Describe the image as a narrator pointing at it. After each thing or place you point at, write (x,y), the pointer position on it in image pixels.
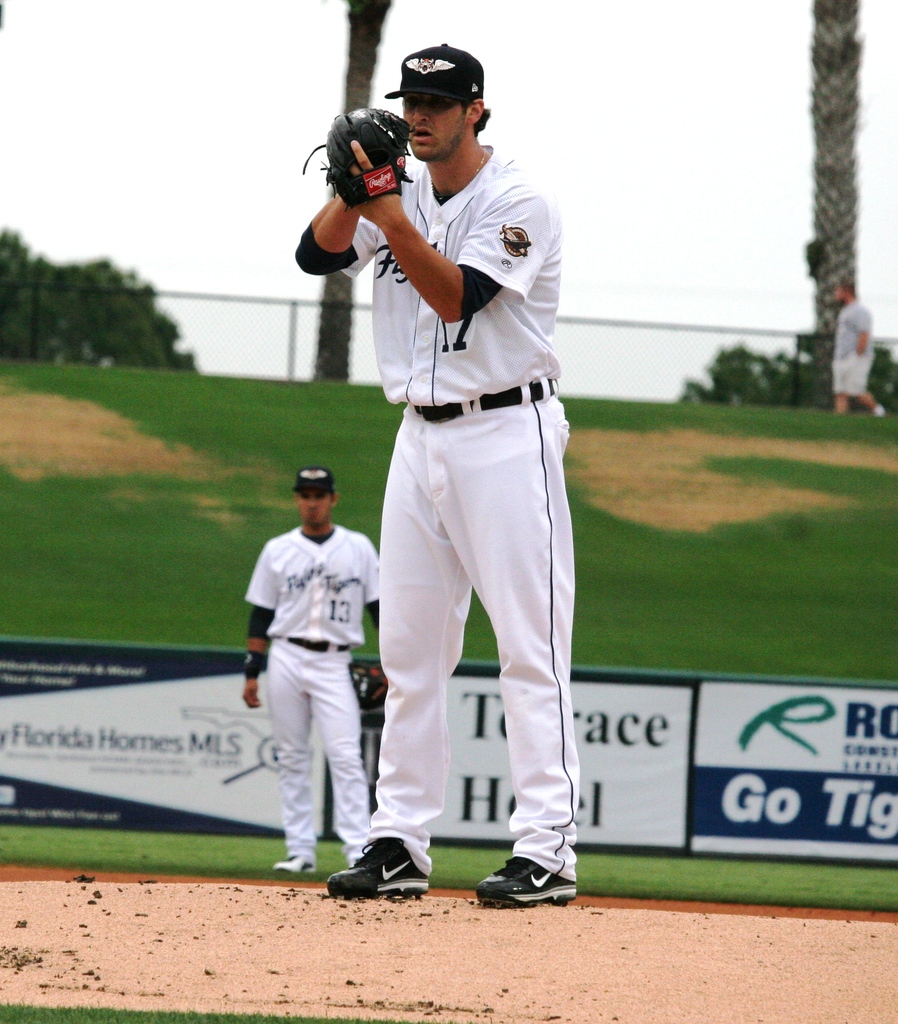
In the image I can see two people (453,62) wearing white dress (351,850) and standing on the floor (412,978) and behind there is a fencing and some trees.
